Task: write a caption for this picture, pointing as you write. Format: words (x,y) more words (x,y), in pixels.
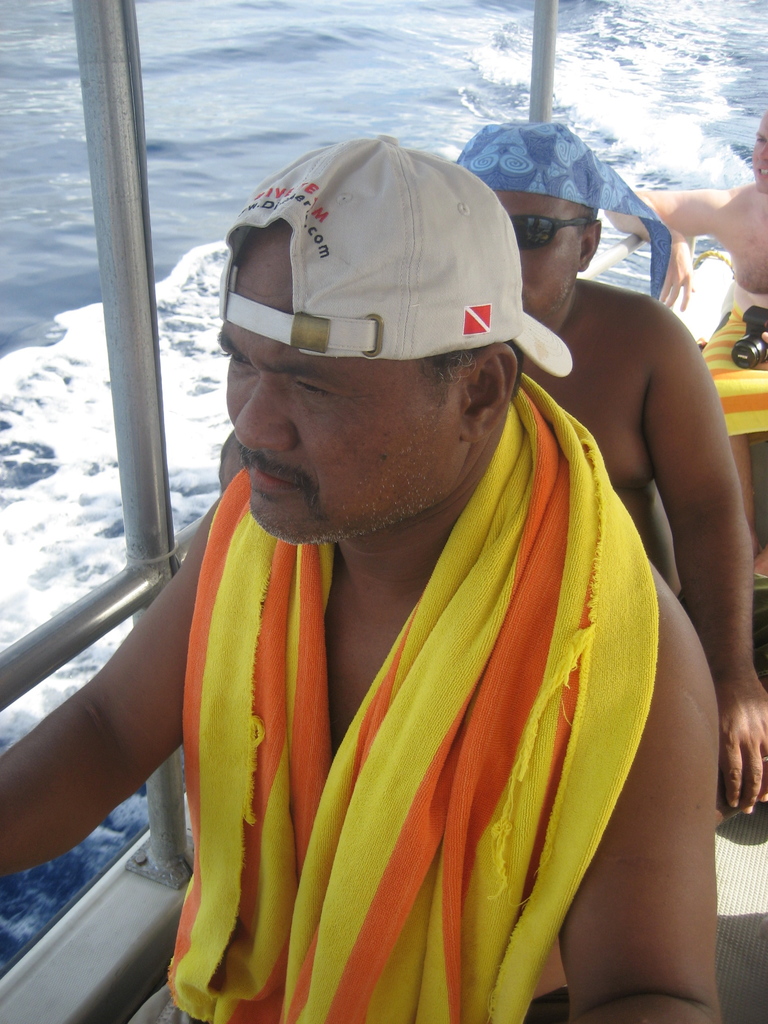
In this image, we can see people (626,907) in the boat (759,940) and we can see a cloth (303,749) on the person (369,382) and he is wearing a cap (409,265). In the background (589,216), there is a man (574,271) wearing glasses (547,226) and a cloth (551,173) on him and we can see a camera (751,327) on other person (723,344) and there are rods (134,317) and we can see water (435,79).
